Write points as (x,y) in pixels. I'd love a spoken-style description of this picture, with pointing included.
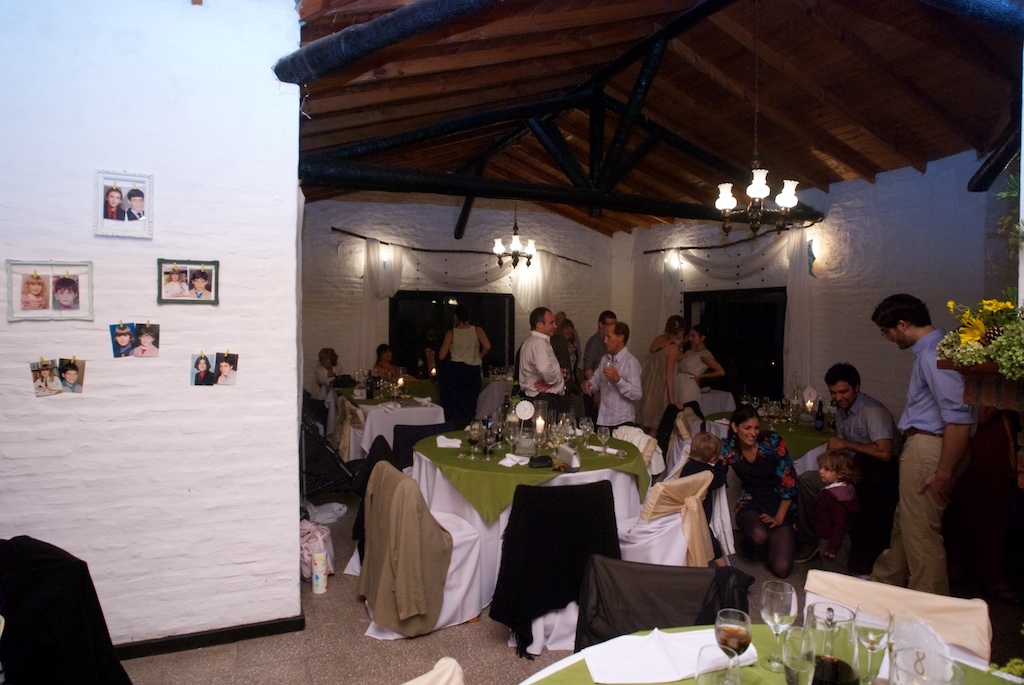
This image is clicked in a room (704,214) where there are lights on the top (750,186), there are photos (148,348) and photo frames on the left side of the wall (87,421). There are tables (613,483) and chairs (644,512). On the tables (554,474) there are glasses (778,638), tissues (453,442), plates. People (745,512) are sitting on chairs (692,436). There are Windows (417,317) and curtains (428,280).
